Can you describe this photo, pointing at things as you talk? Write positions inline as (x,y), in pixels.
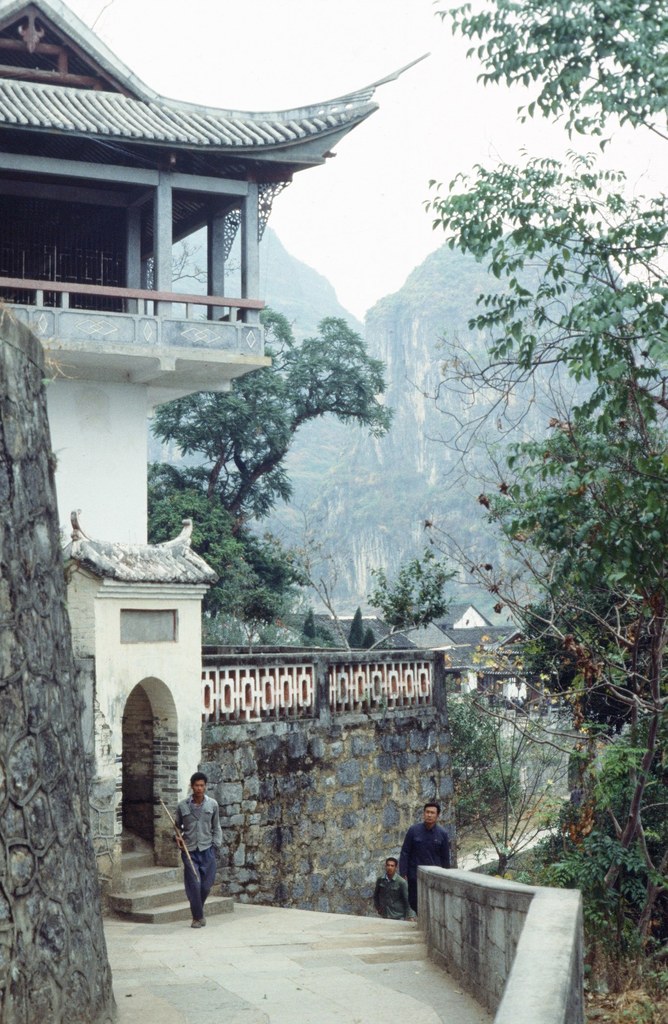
In this picture there is a house (46,66) on the left side of the image (193,673) and there are people (178,843) in the center of the image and there are trees (563,353) on the right (607,507) and left side of the image (198,515).
